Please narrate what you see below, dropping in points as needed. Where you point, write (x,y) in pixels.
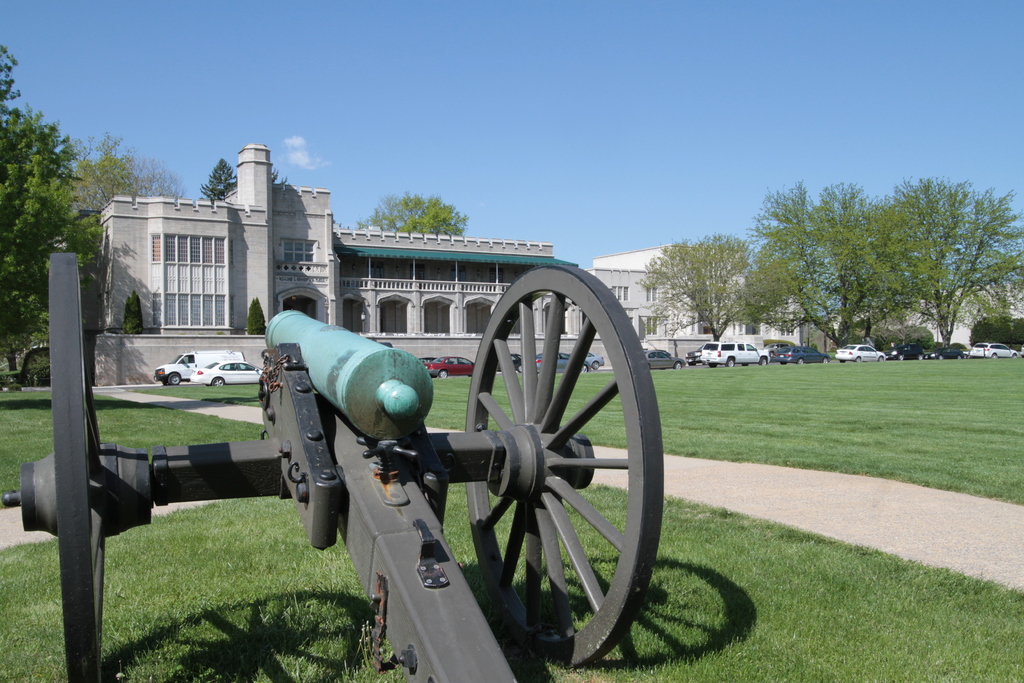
This is an outside view. On the left side of this image (296,410) I can see a cannon (439,487) in the garden (608,565). Beside that there is a path (758,491). In the background (674,367) there are some cars (662,355) on the road (694,367) and also I can see few buildings (435,281) and trees (777,278). At the top (687,105) I can see the sky (671,67).
